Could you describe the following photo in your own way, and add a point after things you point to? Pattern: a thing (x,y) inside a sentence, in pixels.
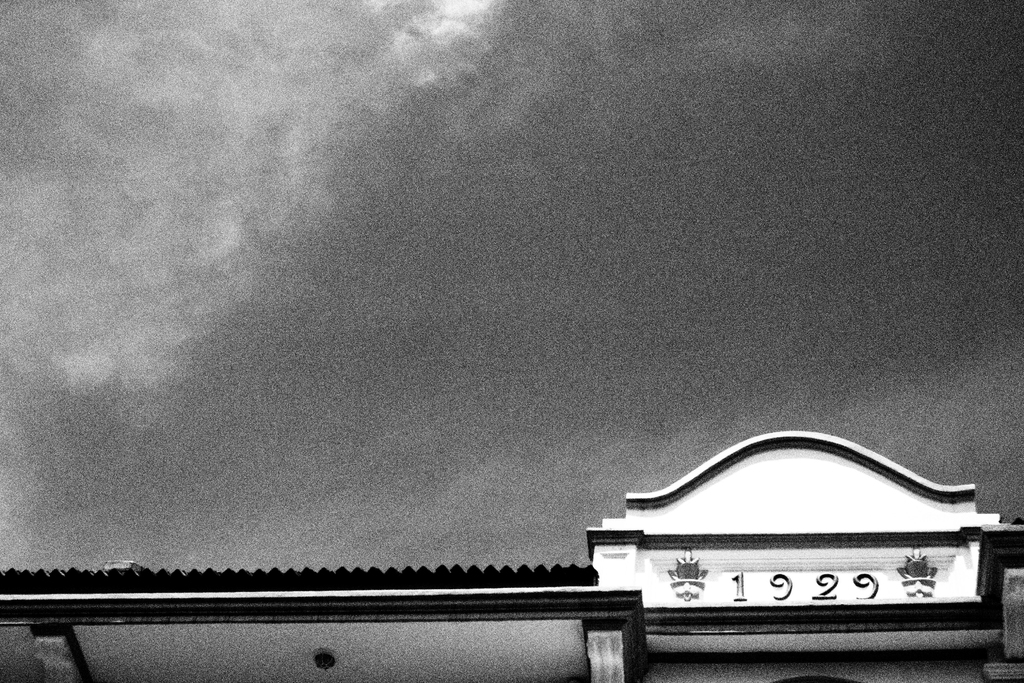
This is a black and white image. At the bottom of the image (619,593) there is a building (599,561). At the bottom of the image (603,553) there is a building (577,596).
